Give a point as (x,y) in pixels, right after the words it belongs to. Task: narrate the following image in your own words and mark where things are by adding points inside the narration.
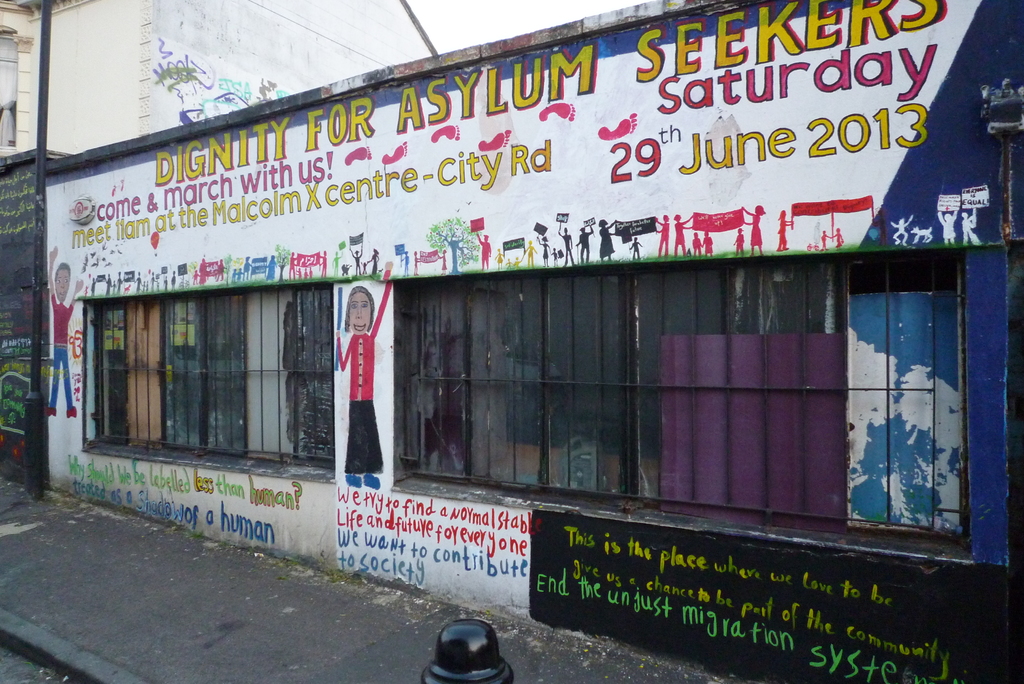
In this image we can see a few buildings (323,160) and on the wall (363,223) we can see some text (751,610) and paintings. We can see the pavement (385,656) and to the side there is a pole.
